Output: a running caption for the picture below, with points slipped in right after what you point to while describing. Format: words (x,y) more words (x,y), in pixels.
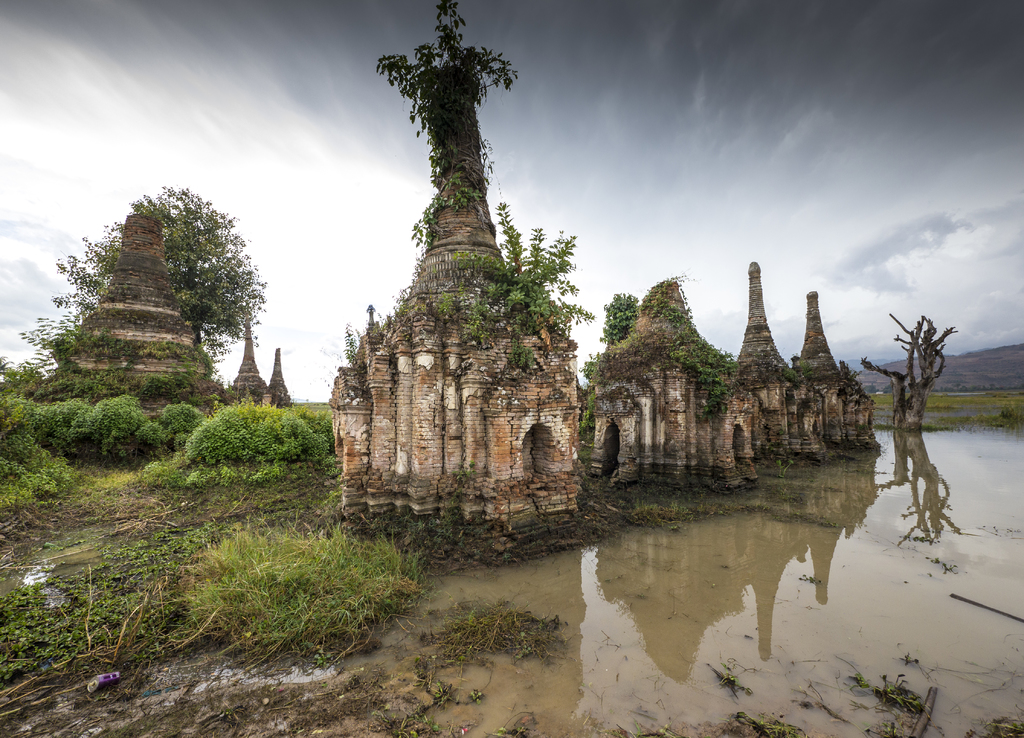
This is an outside view. Here I can see the ruins (130,318). On the right side (913,557), I can see the water (832,629). On the left side (129,485) there are many plants (178,421) and trees (197,339). At the top of the image (741,159) I can see the sky (714,148).
